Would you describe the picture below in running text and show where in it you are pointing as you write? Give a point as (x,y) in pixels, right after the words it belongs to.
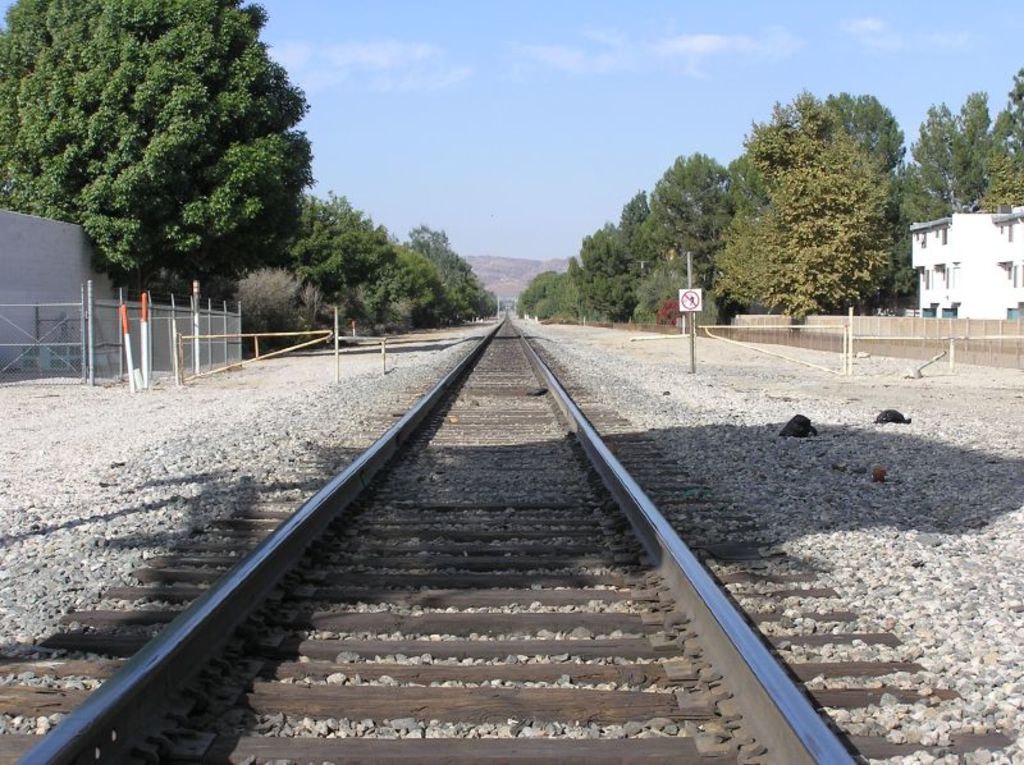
This picture shows trees (623,288) and a railway track (296,578) and we see blue cloudy sky (694,71) and buildings (952,231) on the side and we see sign boards (695,297) to the pole (691,369) and few stones (163,469) on the ground (742,479).
